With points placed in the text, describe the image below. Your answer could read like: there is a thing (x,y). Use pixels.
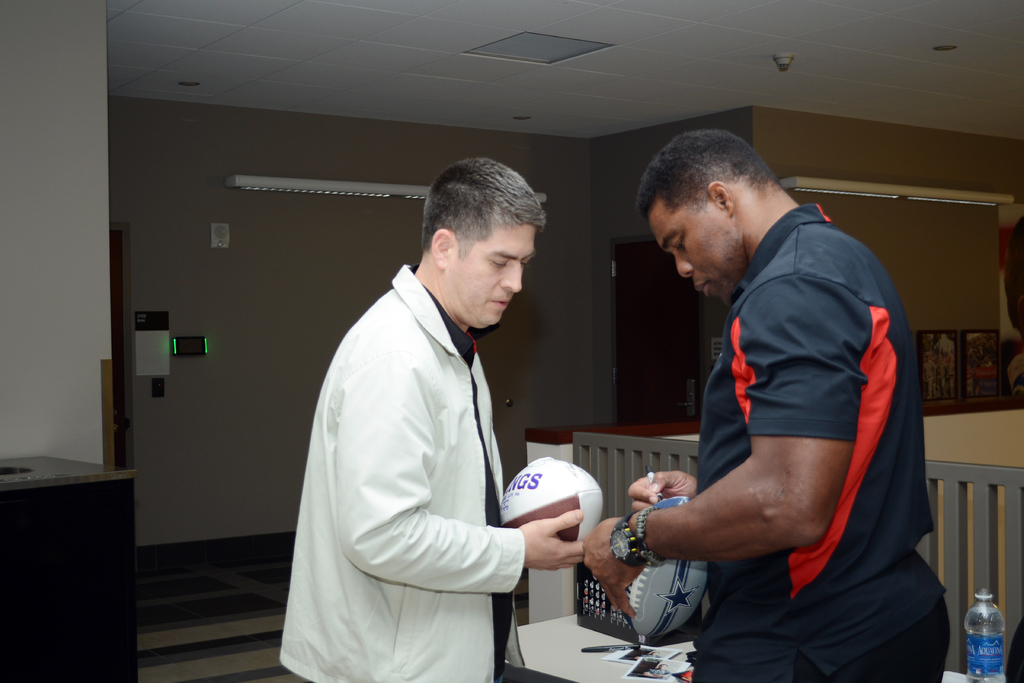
In the image there are two people (872,448), both of them are holding balls (672,571) with their hands (611,560) and the second person (729,503) is writing something on the ball (681,502) and behind them there is a wall (52,259) and there are two doors (645,372) on the either side of the wall (599,325) and on the right side (980,382) there are two frames (997,378) attached to the wall (914,308).
